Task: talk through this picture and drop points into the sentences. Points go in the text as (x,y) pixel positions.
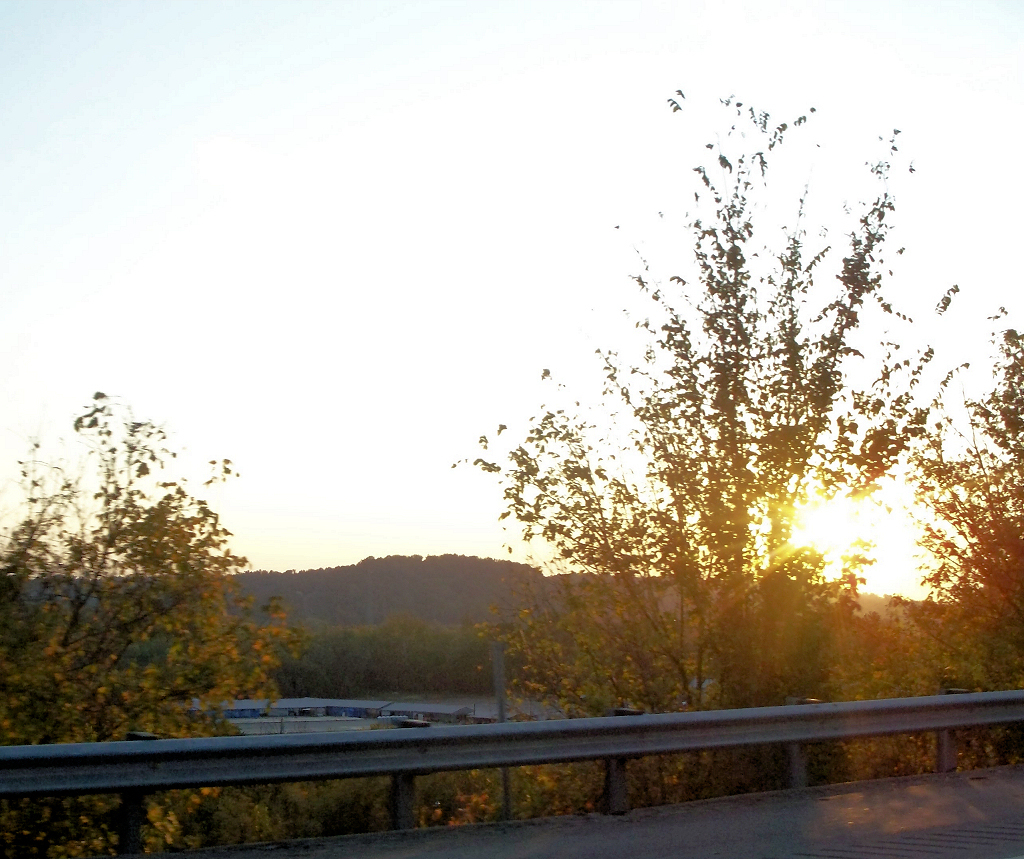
In this picture I can see few trees (549,638) and I can see hill (500,572) and looks like buildings (359,716) and I can see sunlight (814,486) in the sky (681,209) and I can see metal fence (358,732).
